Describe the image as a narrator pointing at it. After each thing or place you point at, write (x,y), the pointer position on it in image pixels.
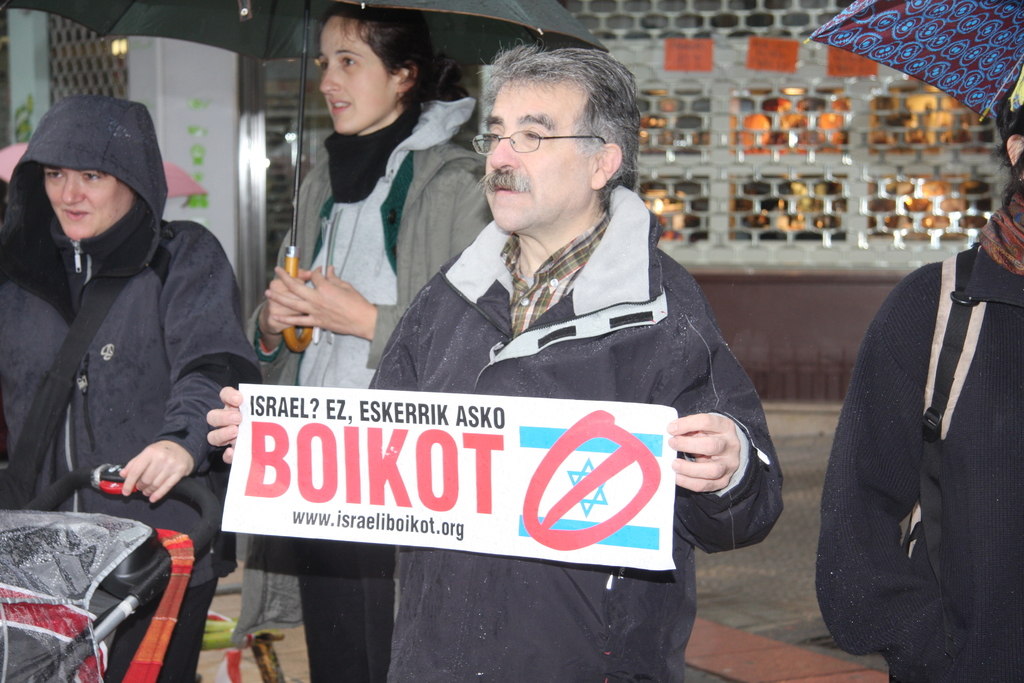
In this image we can see this person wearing jacket (684,313) is holding a placard (296,481) in his hands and these person (964,517) are holding umbrellas (203,22) and this person (182,664) is moving the trolley (161,599). In the background (812,123), we can see grill shutter (747,194).
